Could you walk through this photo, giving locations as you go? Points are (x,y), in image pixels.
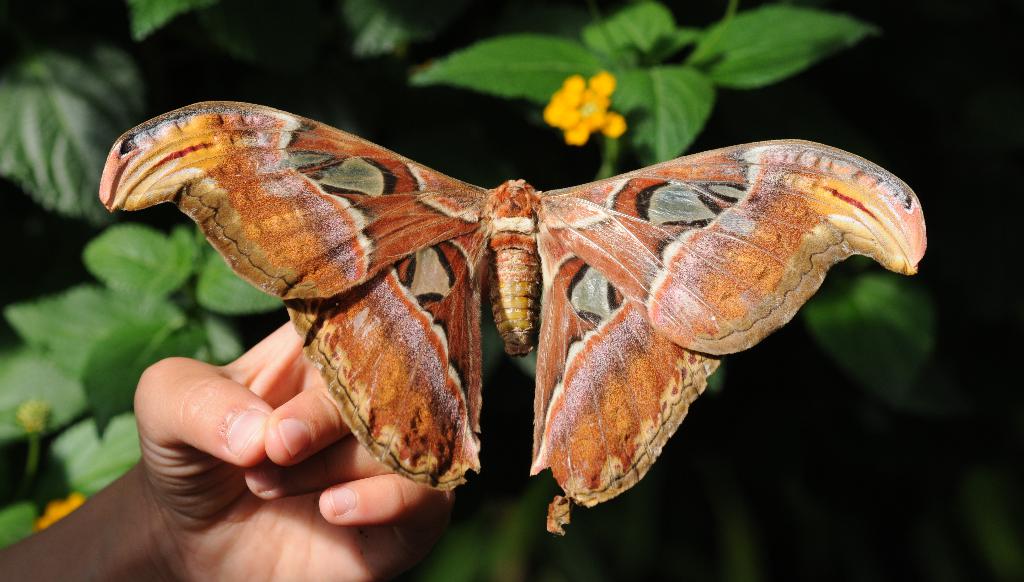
In this image in front (366,355) there is a butterfly (319,320) on the hand (242,460) of a person (188,521). In the background of the image (753,16) there are leaves (524,92) and flowers (550,117).
